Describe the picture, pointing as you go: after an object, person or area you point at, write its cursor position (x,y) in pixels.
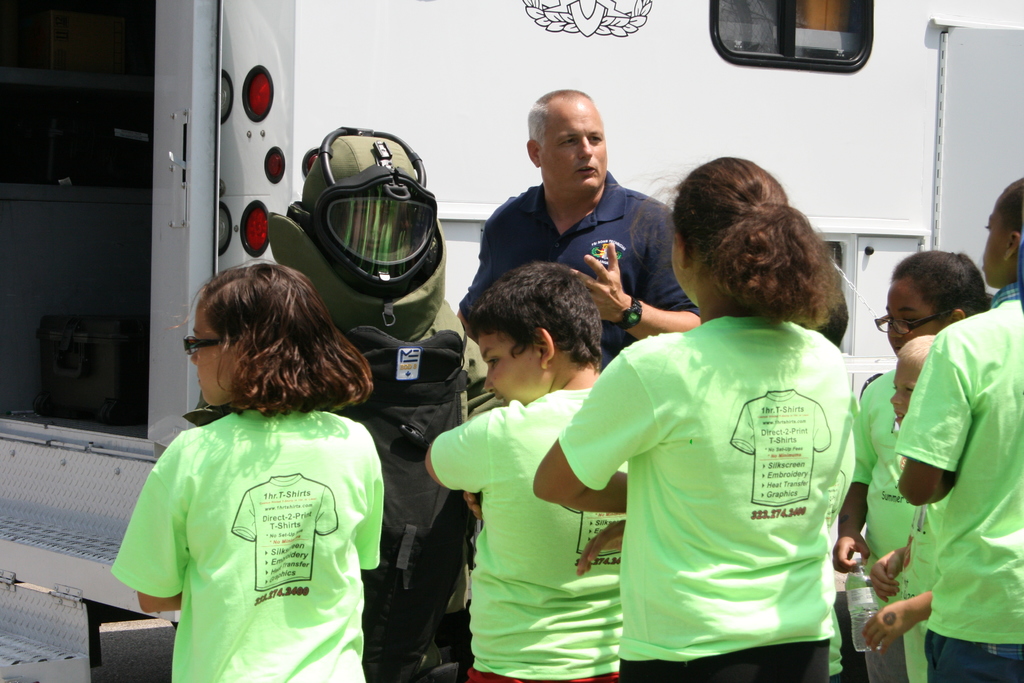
In the center of the image (603,244) we can see group of persons (727,429) standing on the road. On the left side of the image (299,254) we can see suit (320,206) and a girl (199,519). In the background (17,614) we can see vehicle (87,151).
